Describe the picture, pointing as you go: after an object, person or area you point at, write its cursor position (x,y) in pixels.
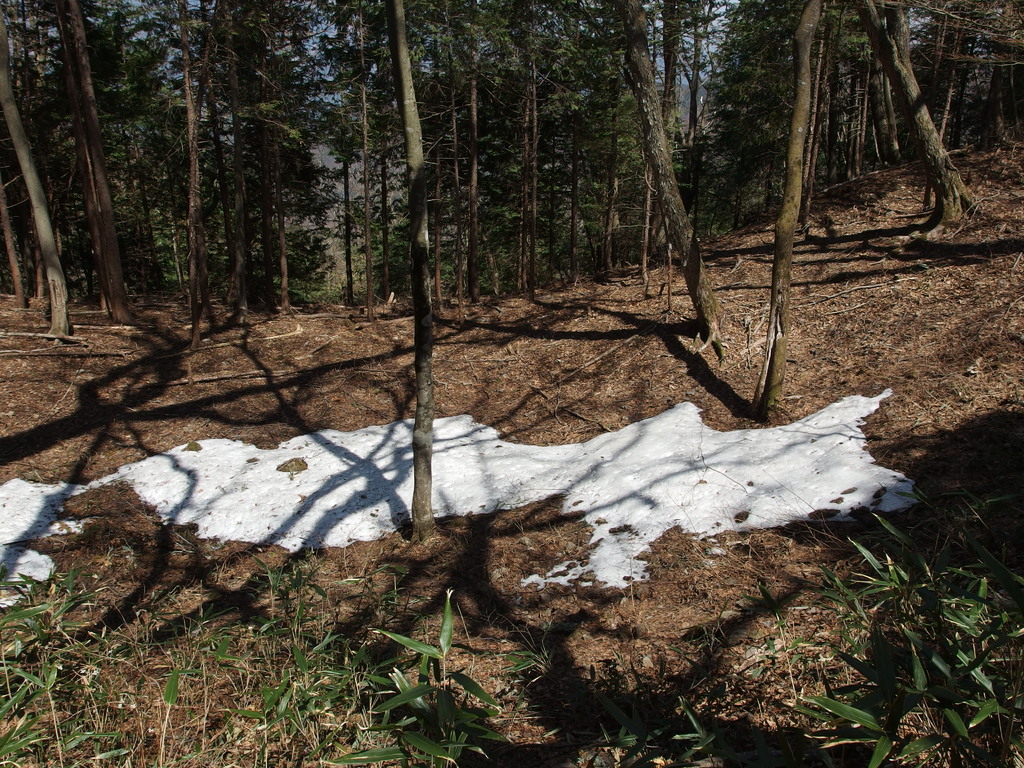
In this picture we can see there are plants (52,668) and trees (350,116) on the ground (464,404).
